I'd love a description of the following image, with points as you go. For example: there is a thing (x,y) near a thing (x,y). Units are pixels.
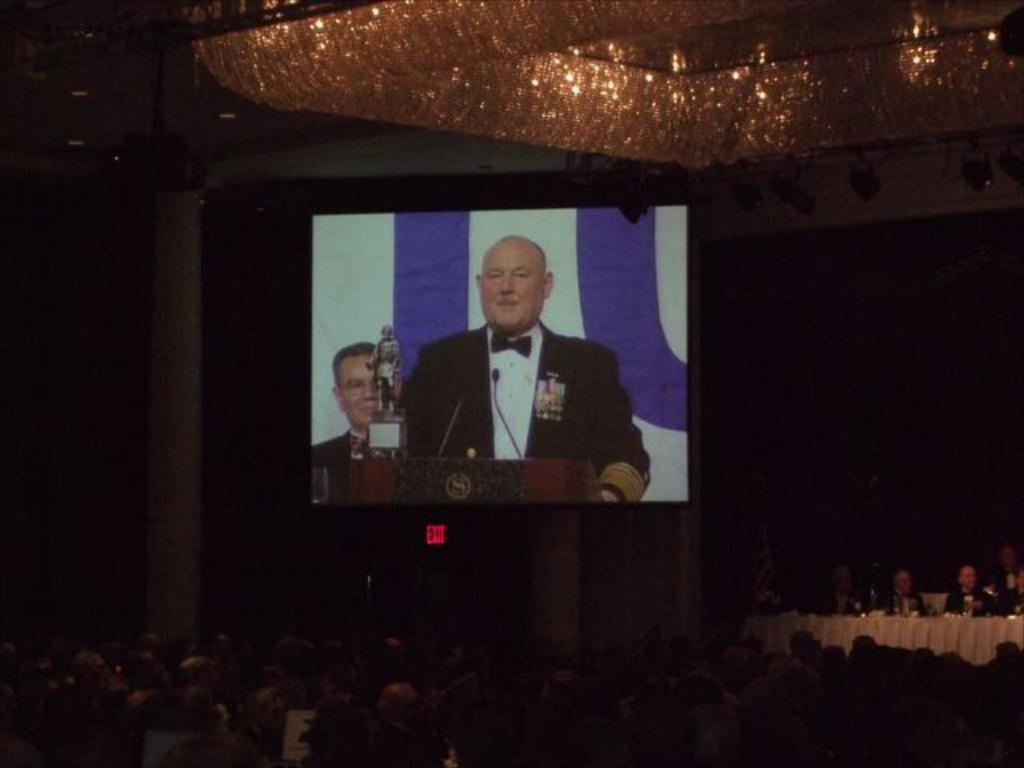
In the projector screen (335,341) i can see a man (515,243) who is standing near to the speech desk (559,502). In that desk (559,497) i can see the mics (513,434) and prize (377,412). Beside him there is another man (343,399) who is standing near to the banner (409,286). At the bottom (691,732) i can see many peoples (205,728) were sitting on the chair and watching this event. At the top (434,111) i can see the chandeliers (678,152). On the right (959,590) we can see other group (911,591) were sitting near to the table (910,634). On the table (974,637) i can see glasses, water bottles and other objects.
